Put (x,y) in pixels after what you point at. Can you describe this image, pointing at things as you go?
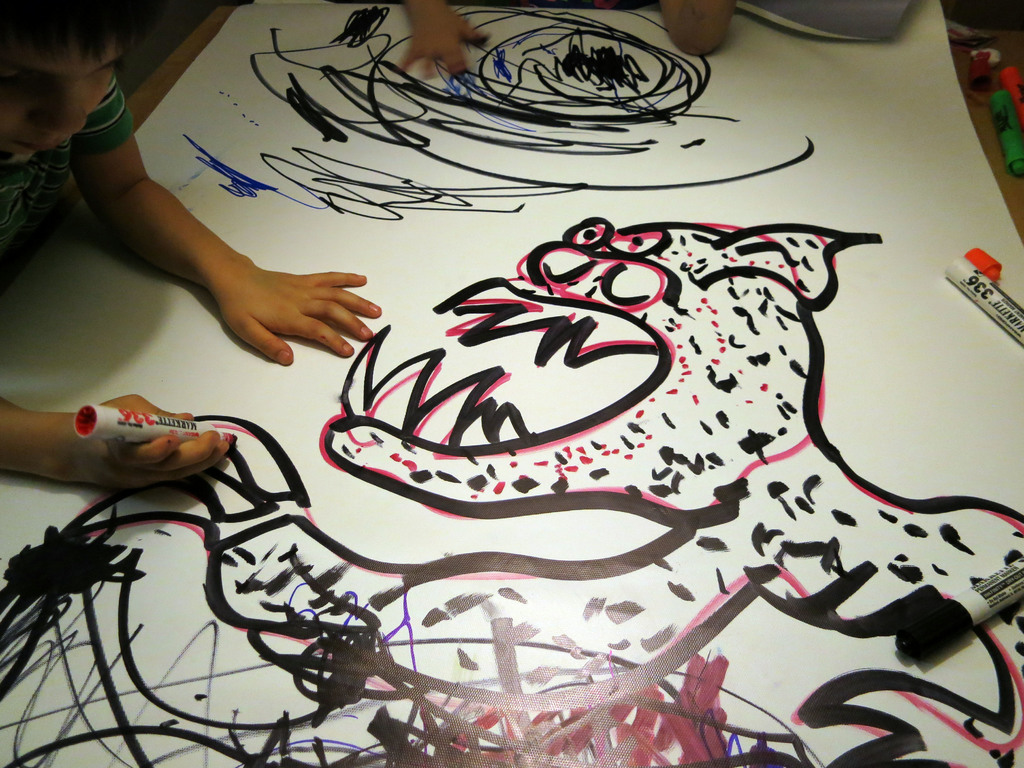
In this image we can see a chart (615,351), here is the drawing (563,254) done by a boy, here are the sketches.
